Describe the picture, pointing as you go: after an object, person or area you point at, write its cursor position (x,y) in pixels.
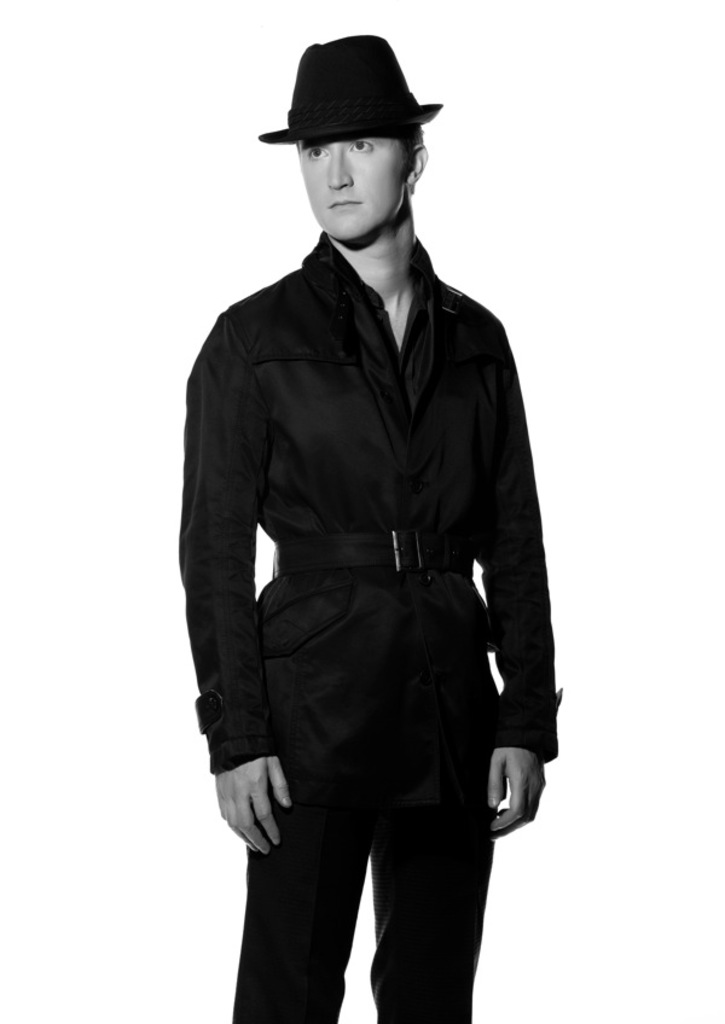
In this image in the center (321,482) there is one man (304,604) who is standing and he is wearing a hat (329,126).
